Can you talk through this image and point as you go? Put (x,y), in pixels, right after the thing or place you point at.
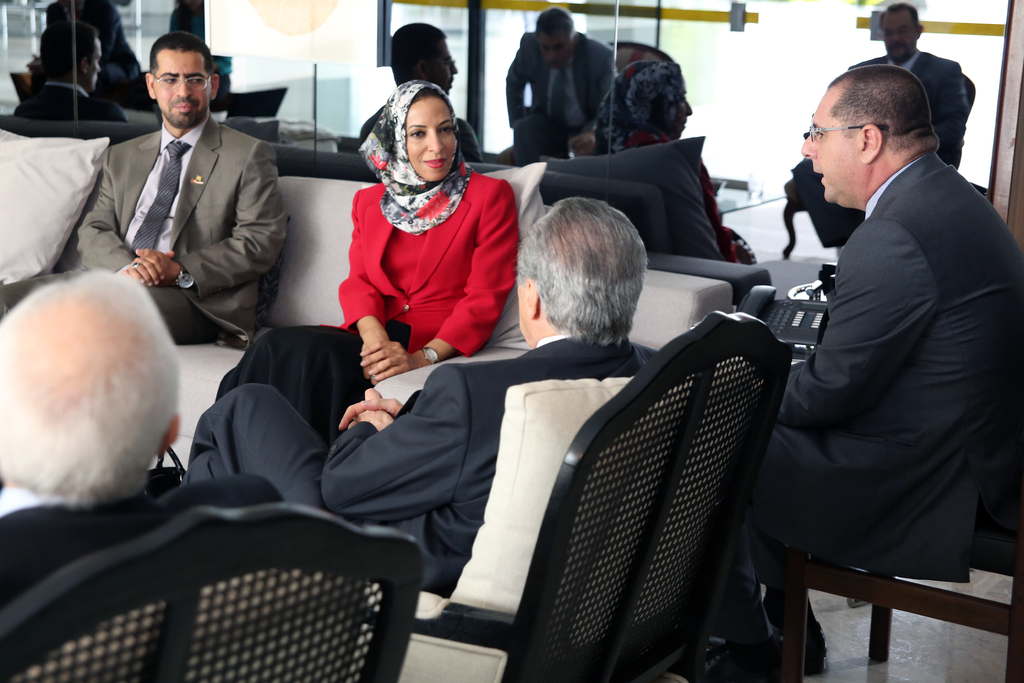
In the image we can see there are people (551,307) who are sitting on sofa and a chair (522,562).
